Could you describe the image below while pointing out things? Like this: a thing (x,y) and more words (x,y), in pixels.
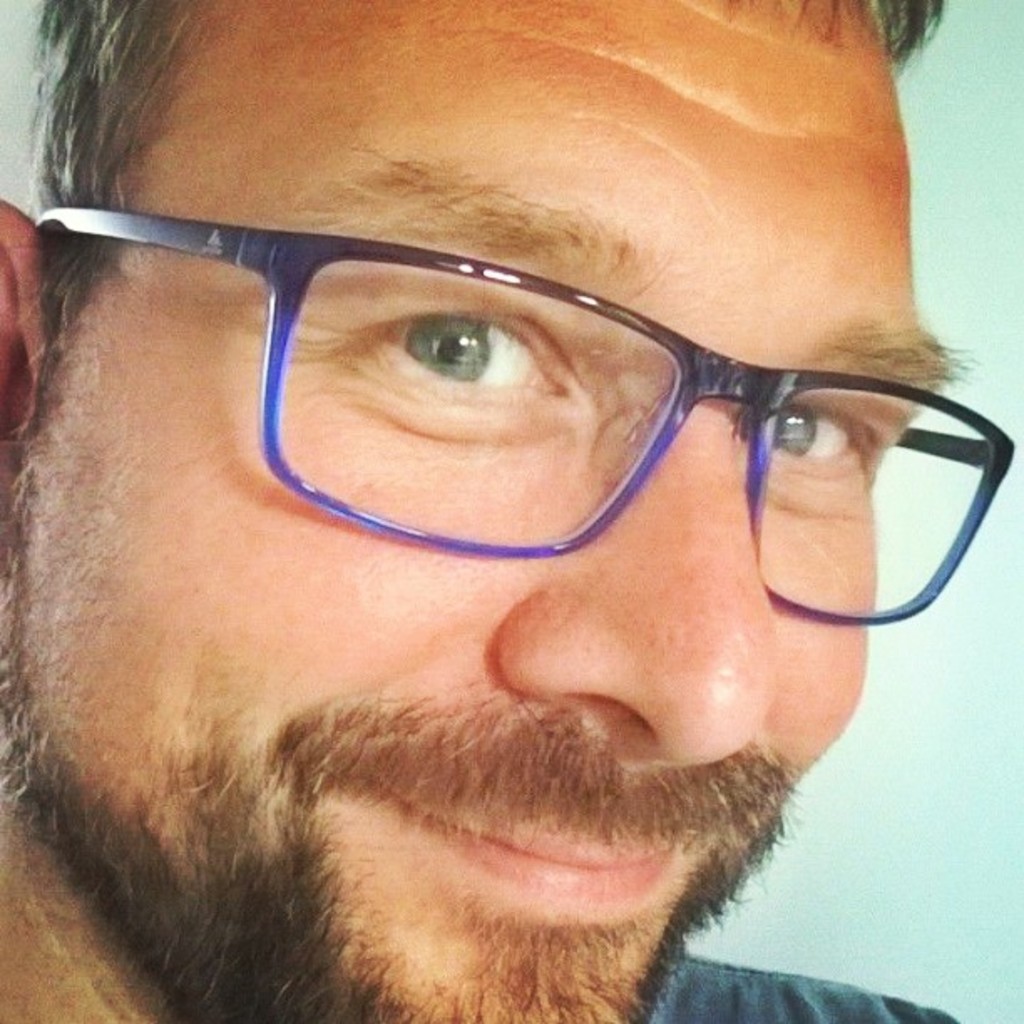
In the image there is a person (468,604), only the head (452,492) of the person (527,180) is visible, he is wearing spectacles (565,426).
